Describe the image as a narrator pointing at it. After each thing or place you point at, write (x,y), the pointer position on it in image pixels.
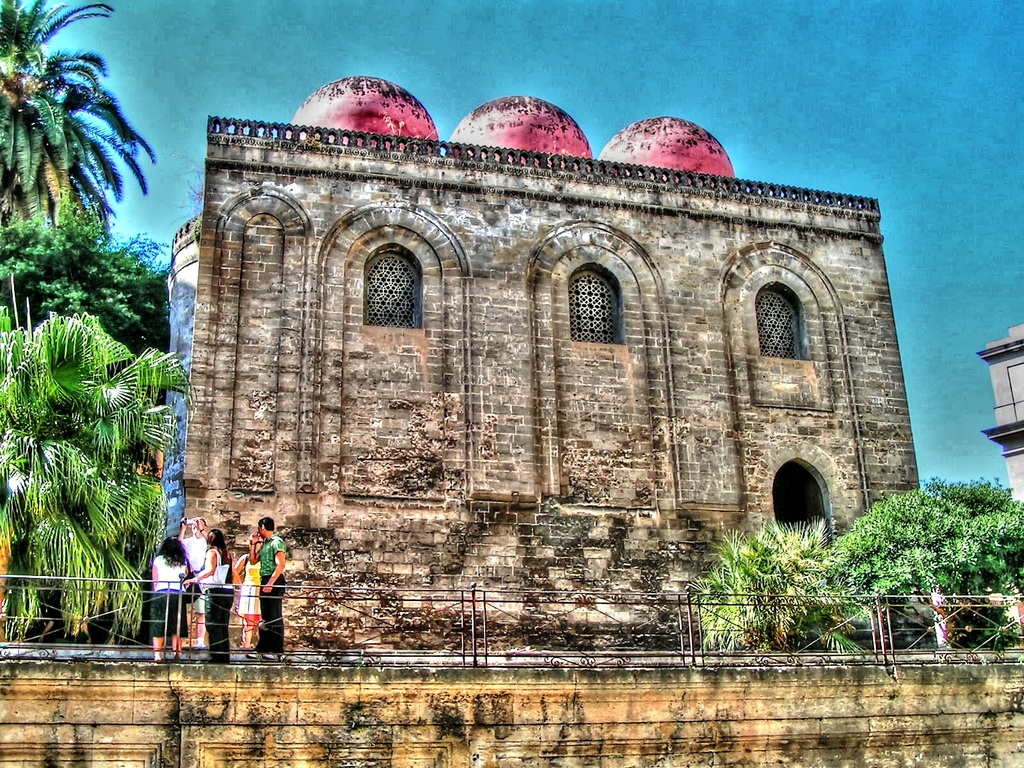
In this image there are group of people (214,559) standing, iron grills (514,593), trees (67,215), a building (287,324), and in the background (874,108) there is sky (128,42).
